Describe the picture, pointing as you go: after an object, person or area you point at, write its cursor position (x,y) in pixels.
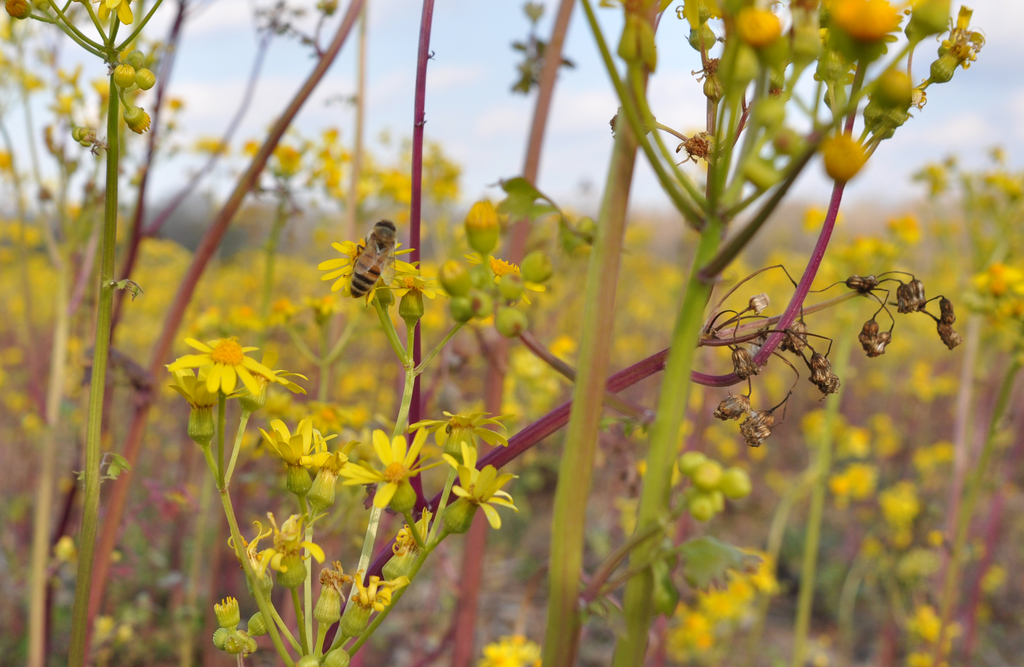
In this image there are plants (522,312) in the foreground (511,320) and on the plants (497,283) there are flowers (304,421) and there is an insect (360,297) sitting on the flower (405,266) and the background (945,267) is blurry and the sky (947,99) is cloudy.
